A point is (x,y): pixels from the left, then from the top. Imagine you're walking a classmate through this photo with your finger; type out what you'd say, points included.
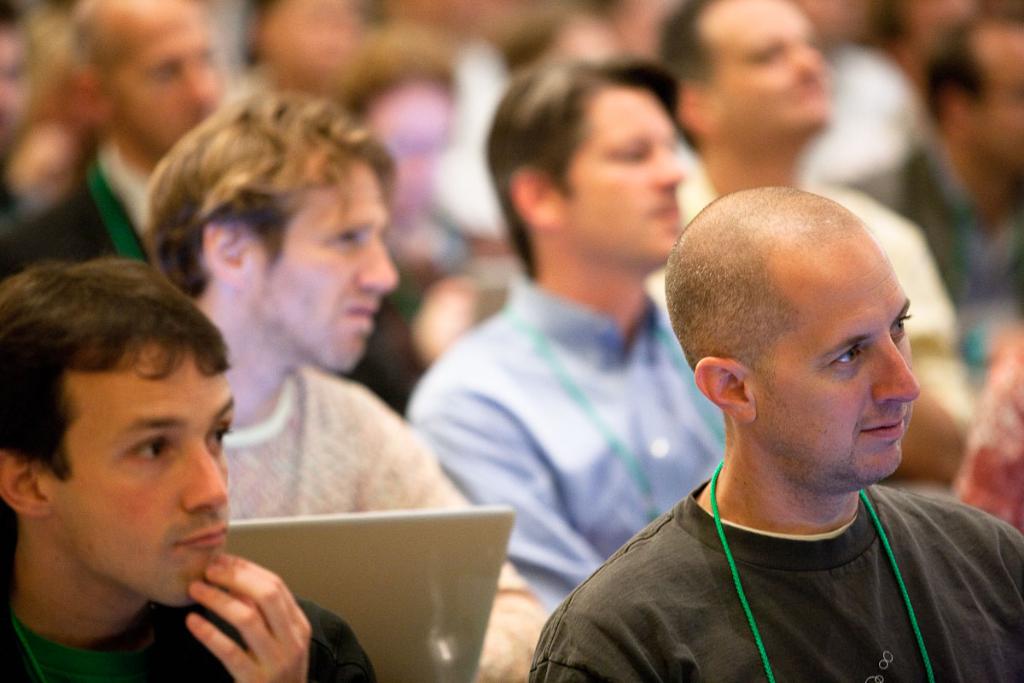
In this image I can see a group of men (93,169) are there, they are looking at the right side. On the left side (329,412) there is a man (440,508) holding a laptop (412,564).
